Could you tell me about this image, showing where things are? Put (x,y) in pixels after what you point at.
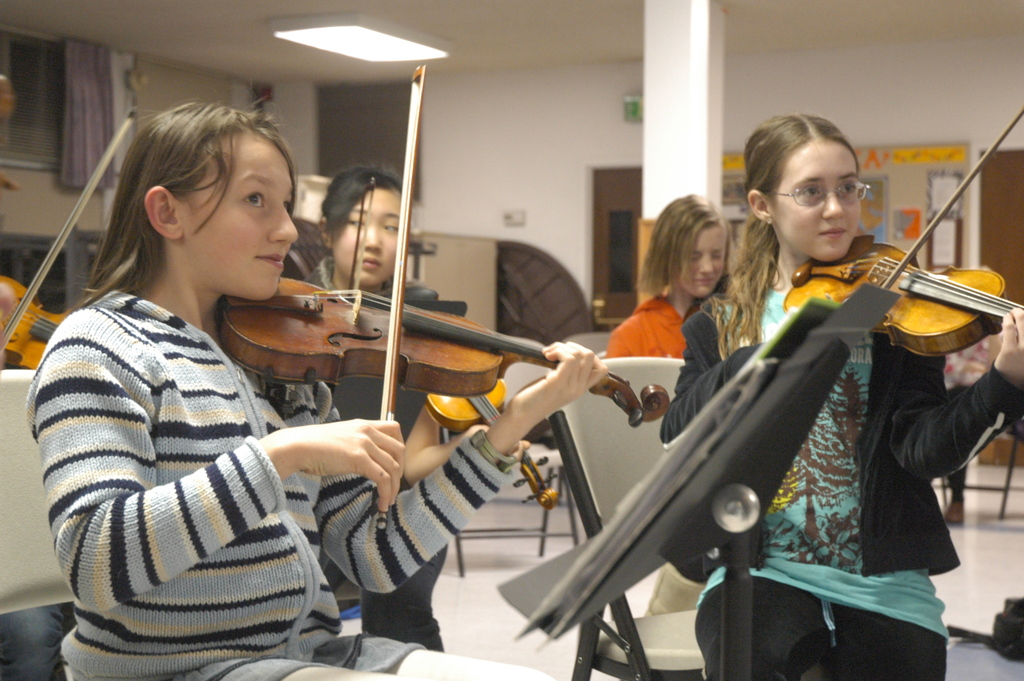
In this image there are group of women (282,422) sitting in chair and playing a violin (410,315), there is a book (868,295) kept in the stand (770,482), and at the back ground (309,34) there is light (296,37), door (602,265), pillar (664,30), curtain (88,129), window (49,83).
